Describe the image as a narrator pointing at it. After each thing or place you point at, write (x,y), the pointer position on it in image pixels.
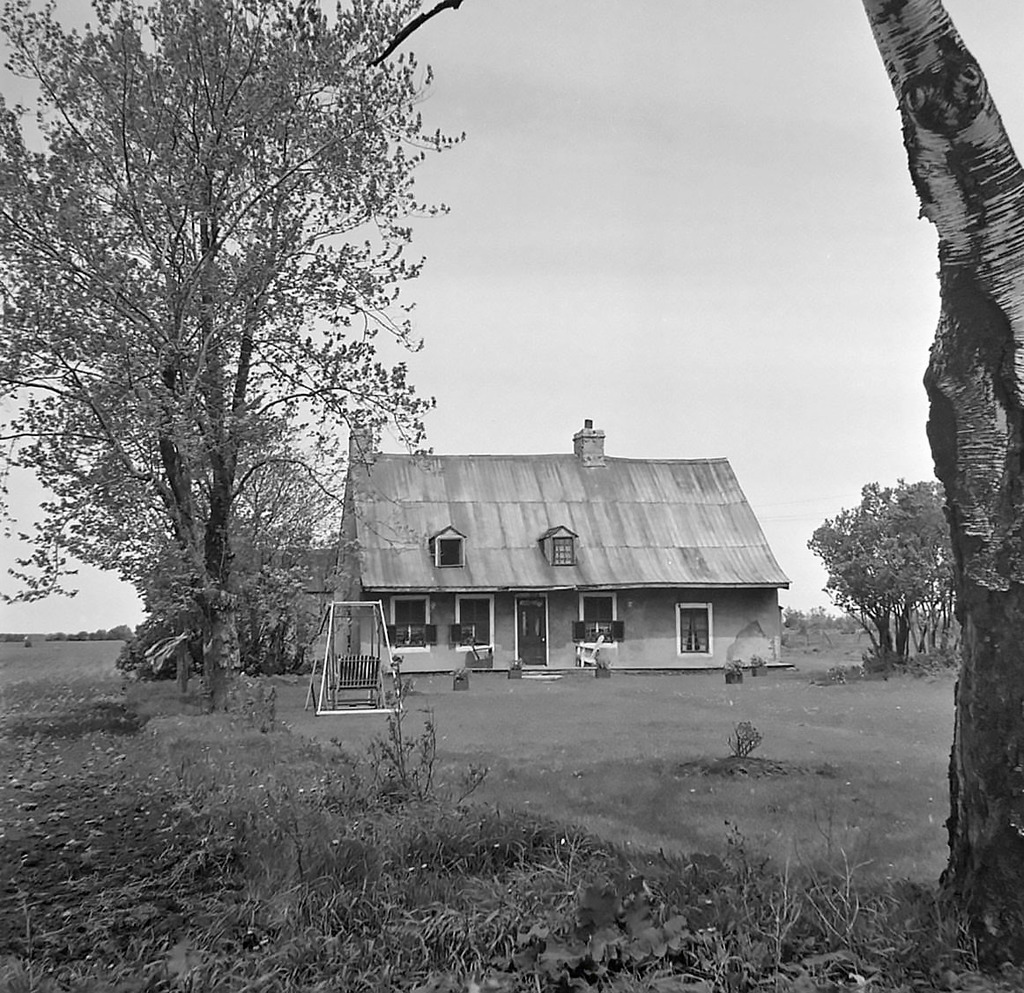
In this picture I can see a house (531,624), trees (239,415), grass (498,757) and the sky (569,220) in the background (630,255). This picture is black and white in color.
